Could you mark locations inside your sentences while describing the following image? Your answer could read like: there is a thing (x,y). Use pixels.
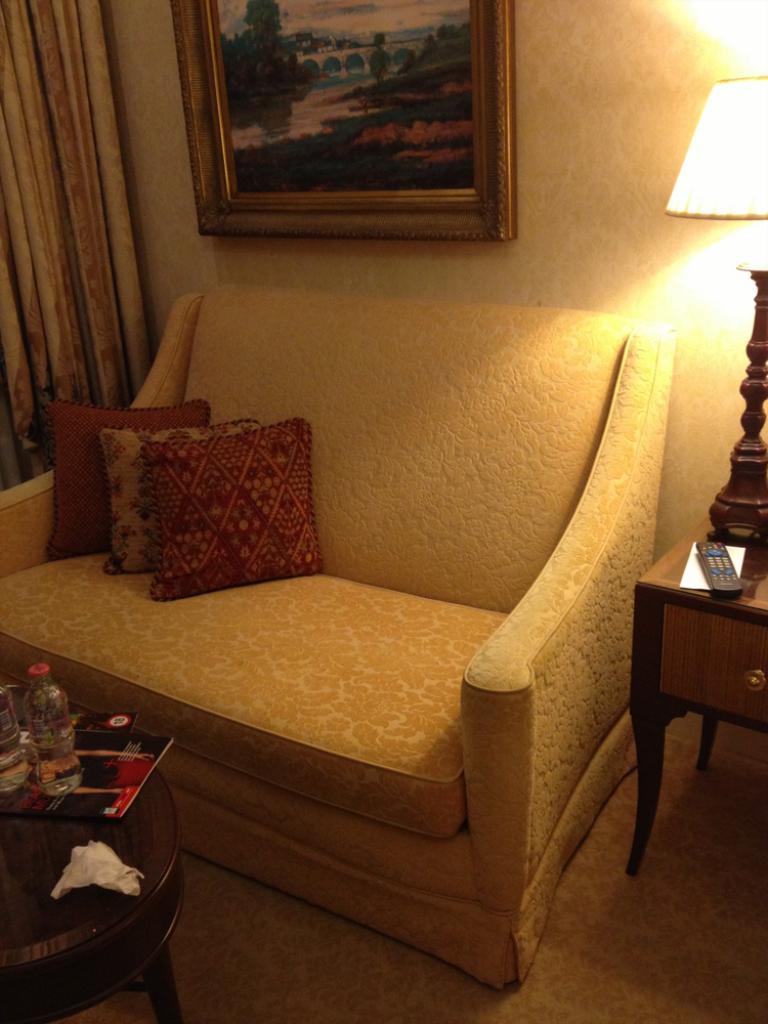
In the picture we can find a furniture (527,518) with three pillows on it. In the background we can find a photo frame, curtain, and lamp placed on a table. In the front of the furniture (362,506) we can find a table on it we can find bottles (53,726), magazines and tissue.
